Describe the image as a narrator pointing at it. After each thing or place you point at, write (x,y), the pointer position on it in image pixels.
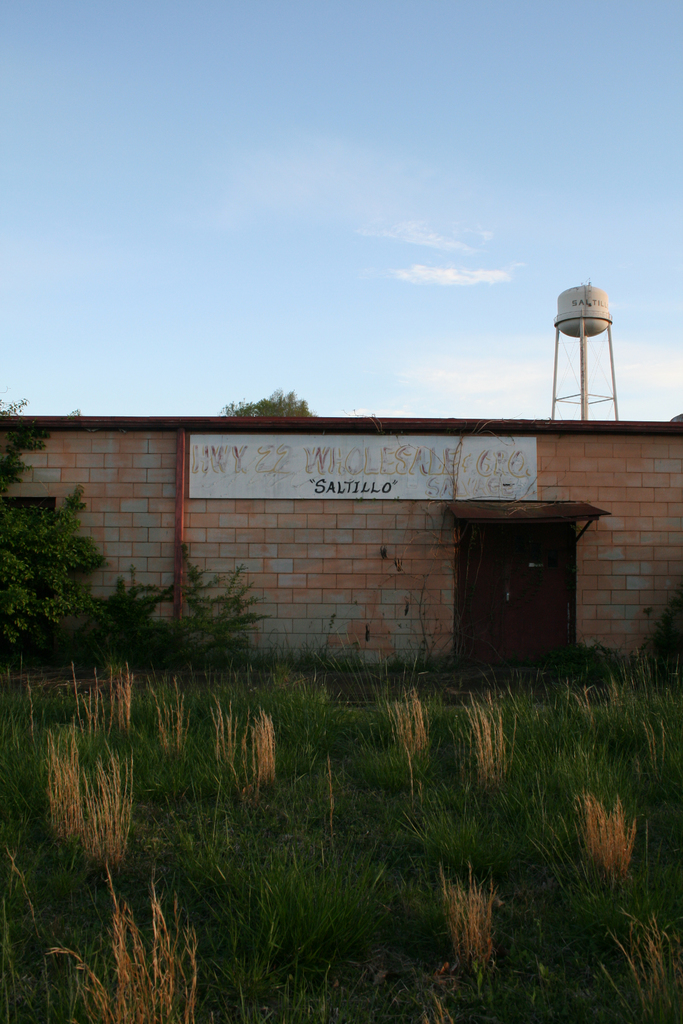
At the bottom of the image (205,827) there is grass (382,827). In the background of the image (357,431) there is wall (623,629). There is door (533,649). There is a water tank (580,296). At the top of the image (412,160) there is sky (306,73).
